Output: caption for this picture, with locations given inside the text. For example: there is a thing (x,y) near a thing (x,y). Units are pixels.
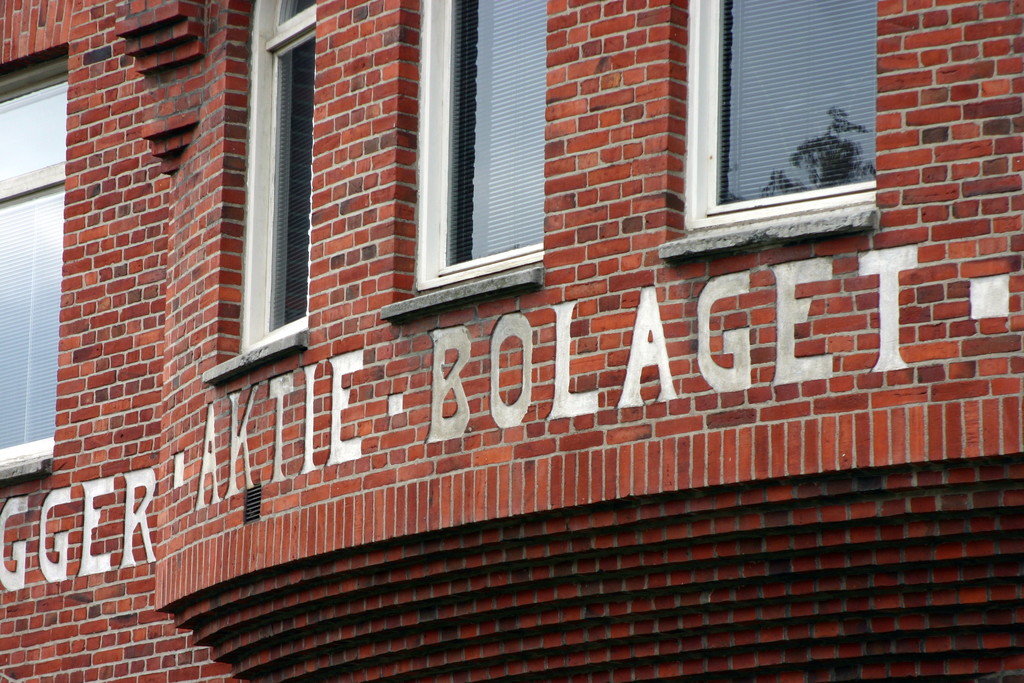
In this picture I can see a building (794,117) on which there are windows (505,172) and I see something is written.
